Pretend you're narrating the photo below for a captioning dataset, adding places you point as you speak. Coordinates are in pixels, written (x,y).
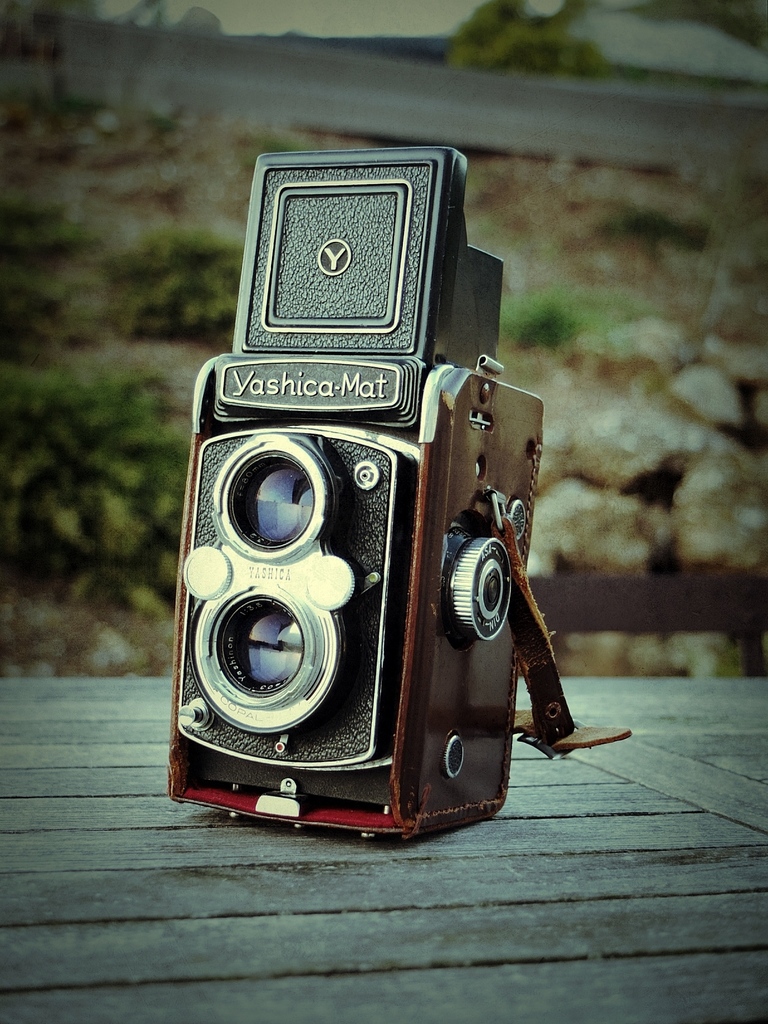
In this picture we can see a camera (371,497) in the front (371,497), at the bottom (552,906) there is a wooden surface (259,914), we can see plants (133,381) in the background (36,506).
